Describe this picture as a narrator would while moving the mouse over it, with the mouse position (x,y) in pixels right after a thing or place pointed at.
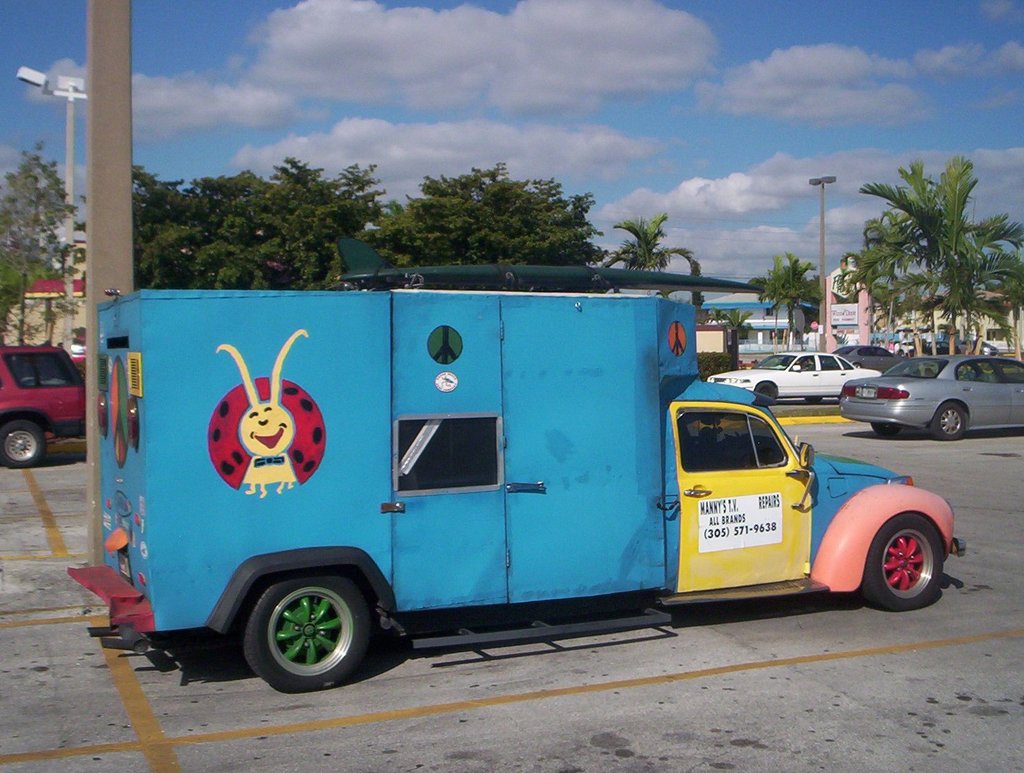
This image consists of a truck (512,517) in blue color. At the bottom (658,692), there is a road (83,474). In the background (1007,408), there are cars (967,379) and trees (197,264). At the top (526,123), there are clouds (384,94) in the sky (421,136).
